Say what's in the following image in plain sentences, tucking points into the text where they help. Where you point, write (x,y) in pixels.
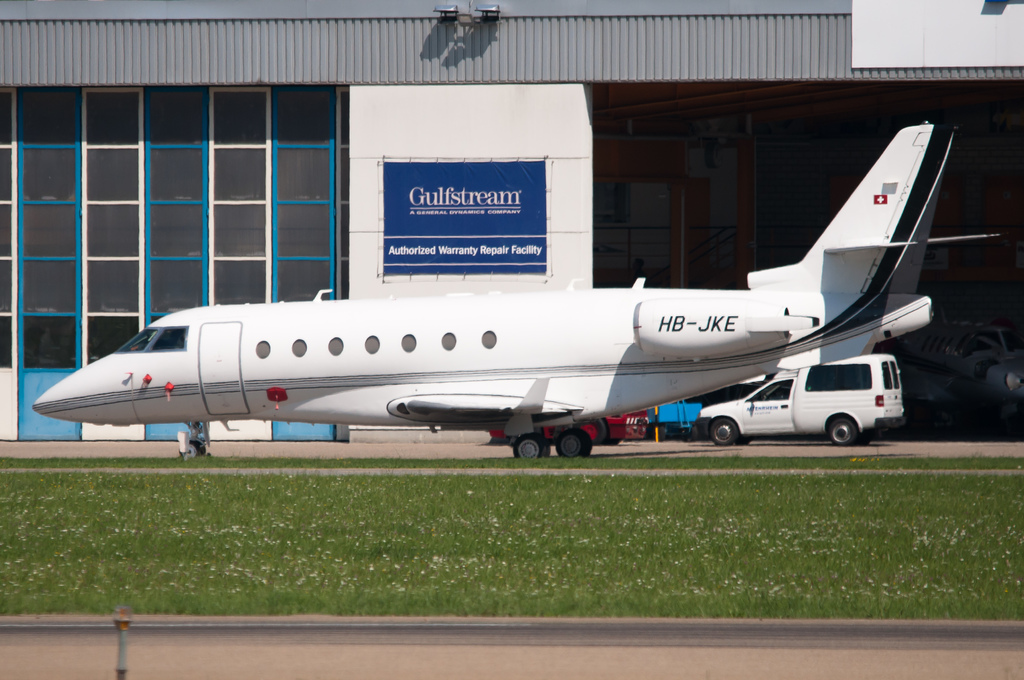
A plane (413,367) with wheels (528,447) on the ground (549,501). Land (510,540) is covered with grass (475,580). Banner (416,246) on the wall (459,50). Here we can see vehicles (801,402).
